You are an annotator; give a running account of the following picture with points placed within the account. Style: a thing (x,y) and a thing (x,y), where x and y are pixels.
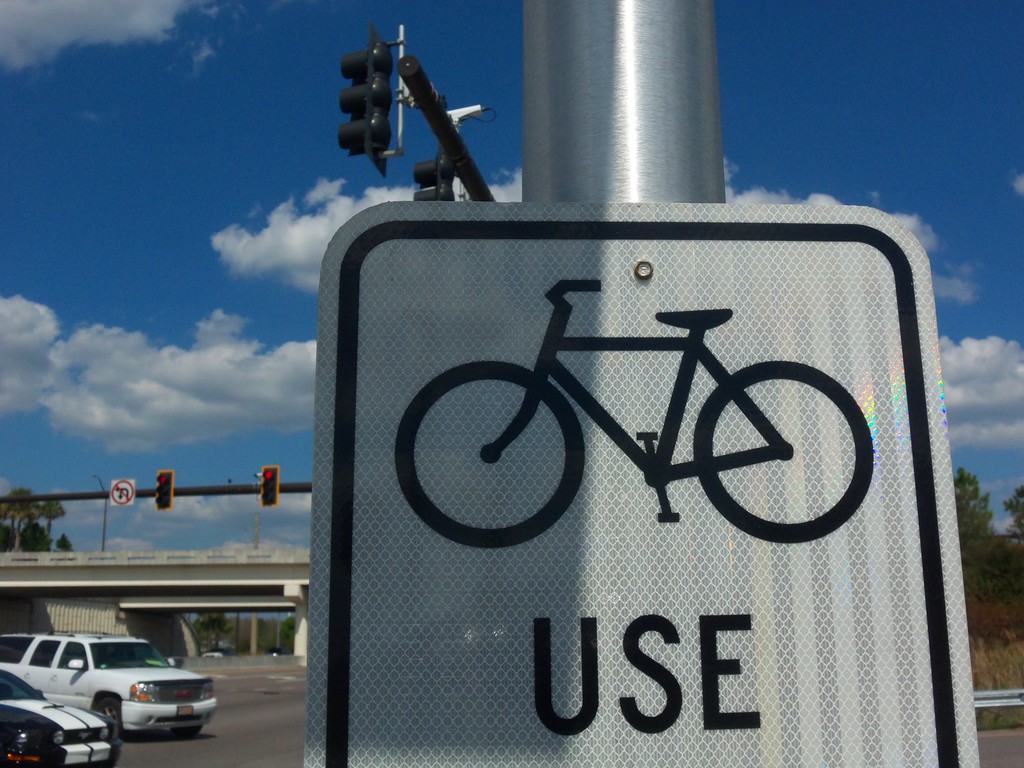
Here we can see a board (571,400) on the pole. In the background (124,707) there are vehicles (135,664) on the road (259,760), bridge (56,574), trees (204,624), traffic signal poles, sign board pole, grass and clouds (152,12) in the sky (177,32).
